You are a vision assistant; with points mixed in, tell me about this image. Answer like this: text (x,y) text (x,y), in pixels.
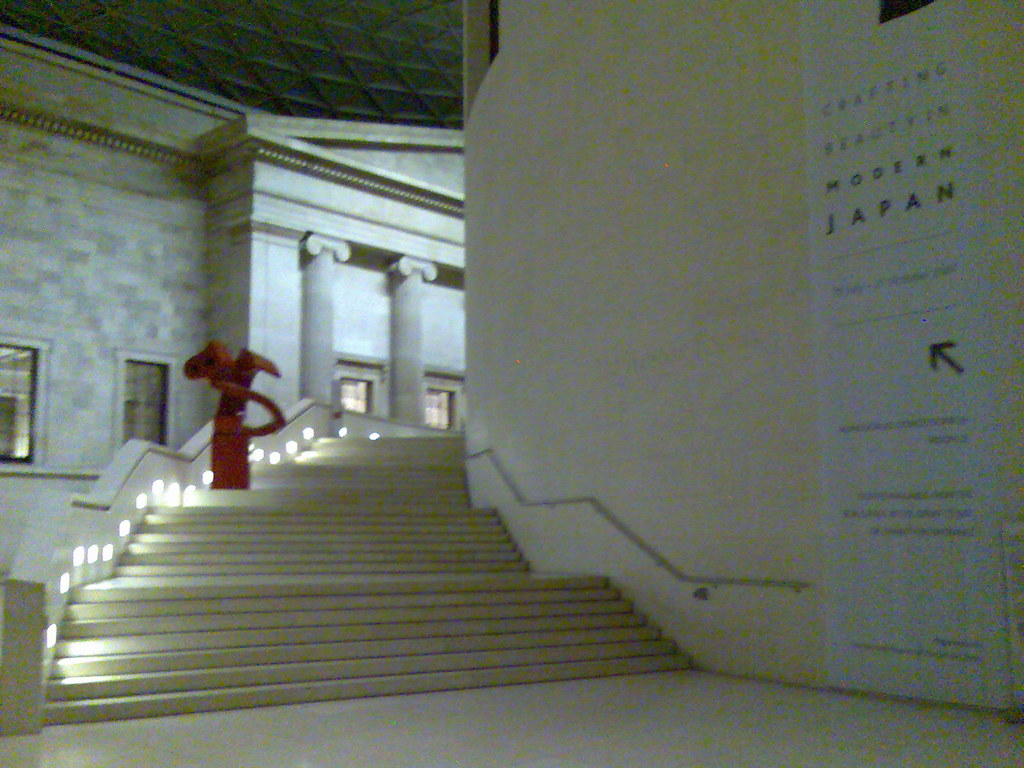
This is a staircase (367,595) which is in white color there are lights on it.
